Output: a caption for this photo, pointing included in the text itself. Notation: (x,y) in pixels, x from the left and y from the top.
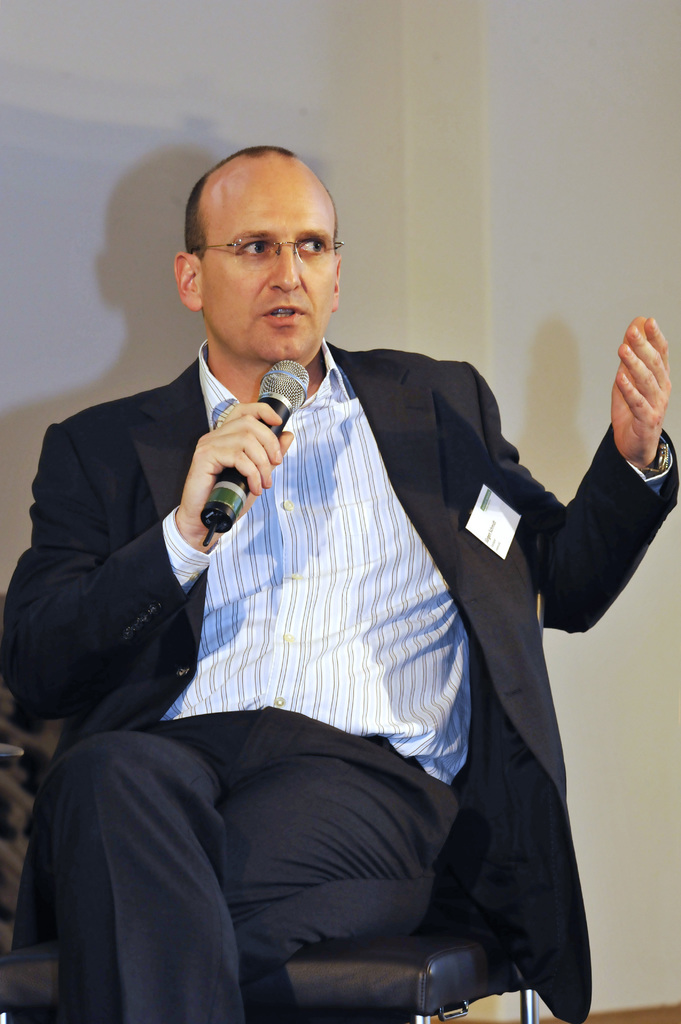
In the image we can see there is a man (302,328) who is sitting and holding mic (287,392) in his hand (251,460).
